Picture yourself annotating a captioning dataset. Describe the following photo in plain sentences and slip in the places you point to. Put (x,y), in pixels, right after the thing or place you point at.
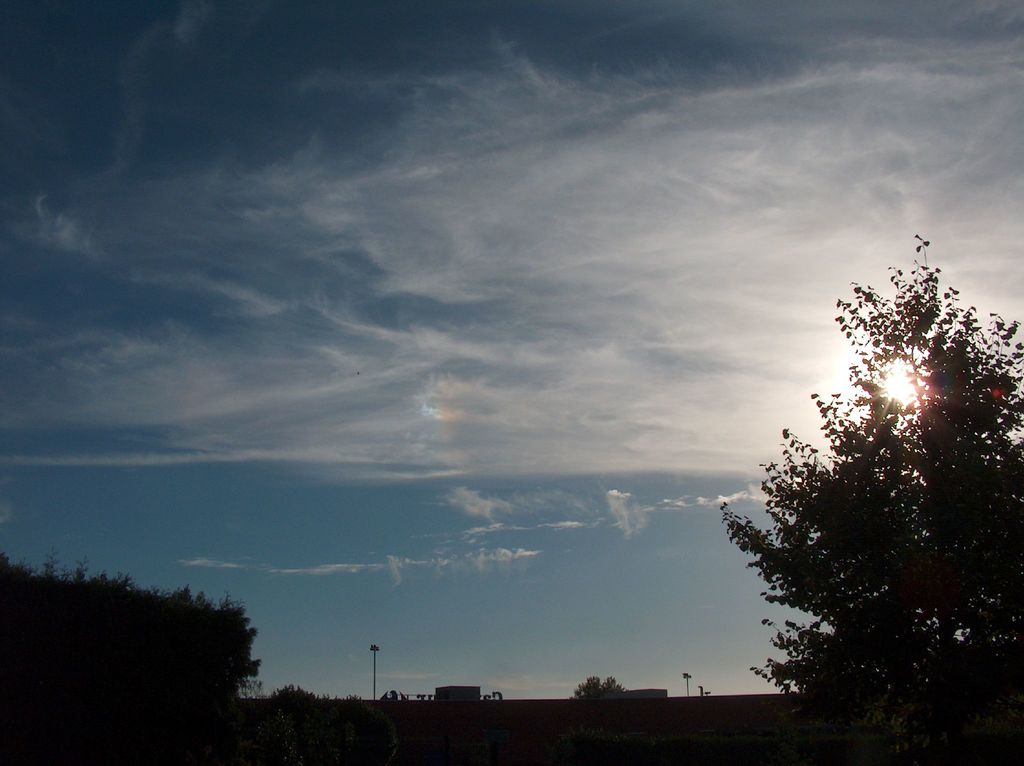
In this image there are few trees (876,666). Behind there is a building (566,702). Top of the image (617,163) there is sky (601,393) with some clouds (575,447). There are few poles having lights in the bottom of the image (686,679).
